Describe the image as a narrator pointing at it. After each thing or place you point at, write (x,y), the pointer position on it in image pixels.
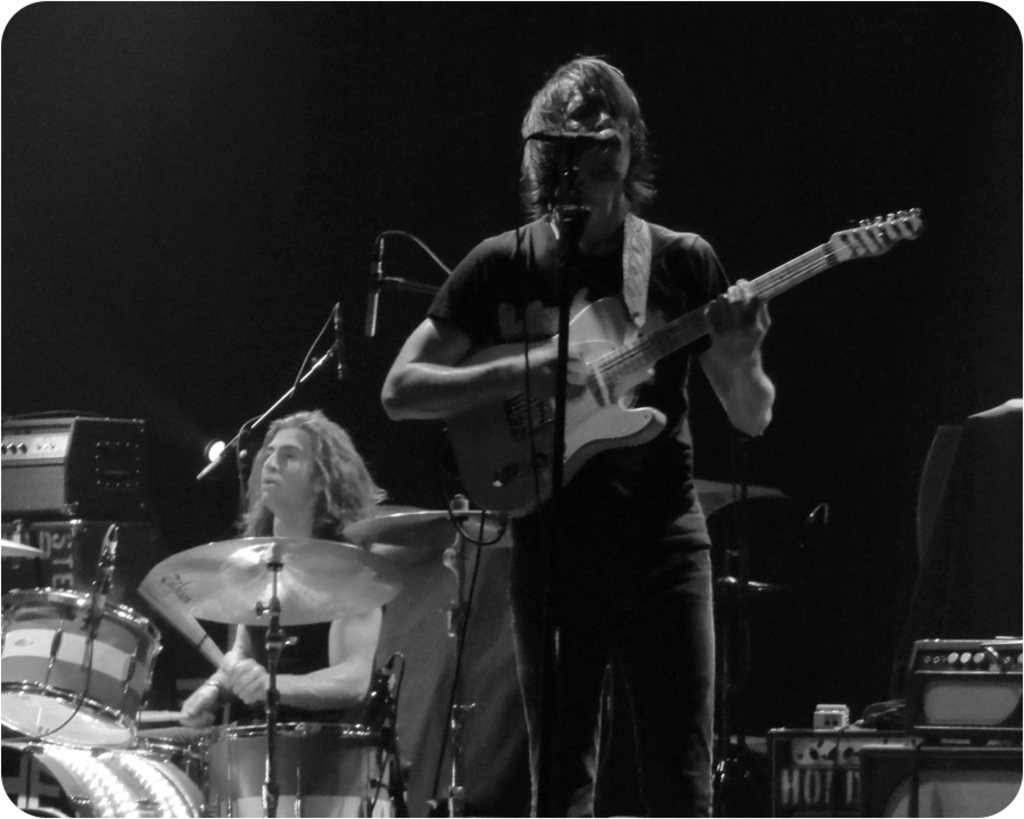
This picture is clicked in a musical concert. This is a black and white picture. Man (700,641) in black t-shirt (582,276) is holding guitar (594,415) in his hands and playing it. He is even singing song on microphone (581,135). Beside him, man (317,687) in black t-shirt (307,655) is playing drums (412,536).
